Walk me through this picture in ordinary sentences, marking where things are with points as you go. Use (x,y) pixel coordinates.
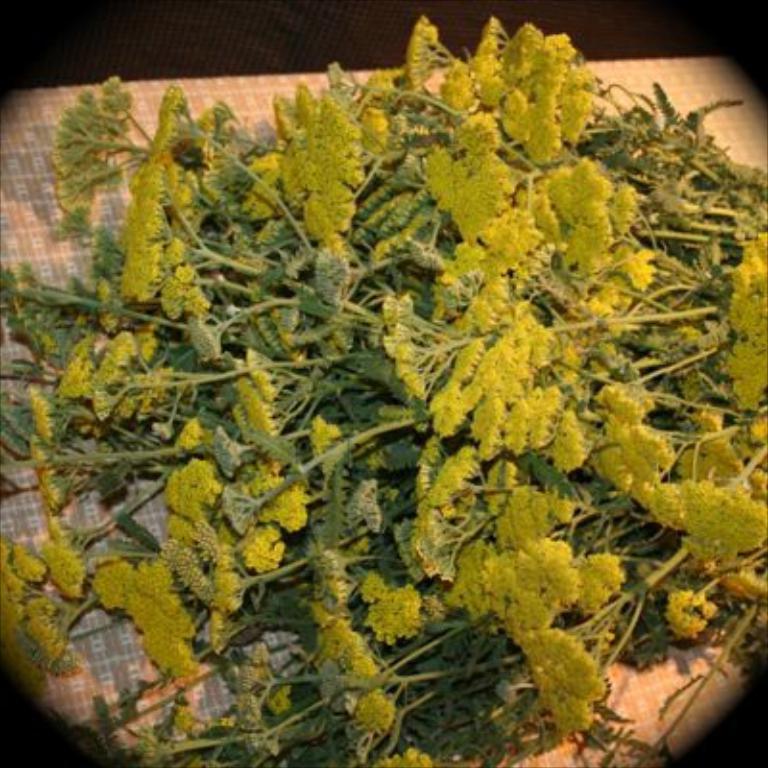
In the foreground of this image (639,333), there are stems (631,598) of a plant (572,618) on a table (3,144) like an object (24,163).
